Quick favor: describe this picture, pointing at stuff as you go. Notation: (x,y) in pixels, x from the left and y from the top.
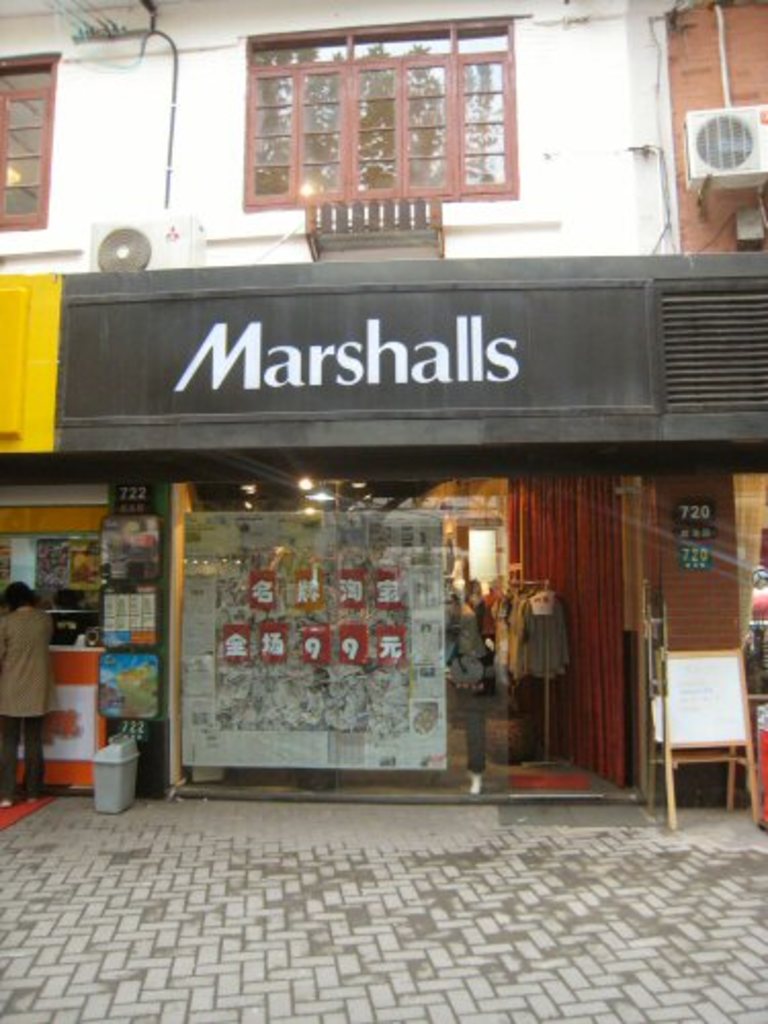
In this image I can see two stores (360,705) and I can also see few clothes (528,597). In front (692,654) I can see the board (669,662). In the background (632,206) I can see the building (552,108) in white color and few glass windows (323,183) and I can also see the person (16,652) standing.
